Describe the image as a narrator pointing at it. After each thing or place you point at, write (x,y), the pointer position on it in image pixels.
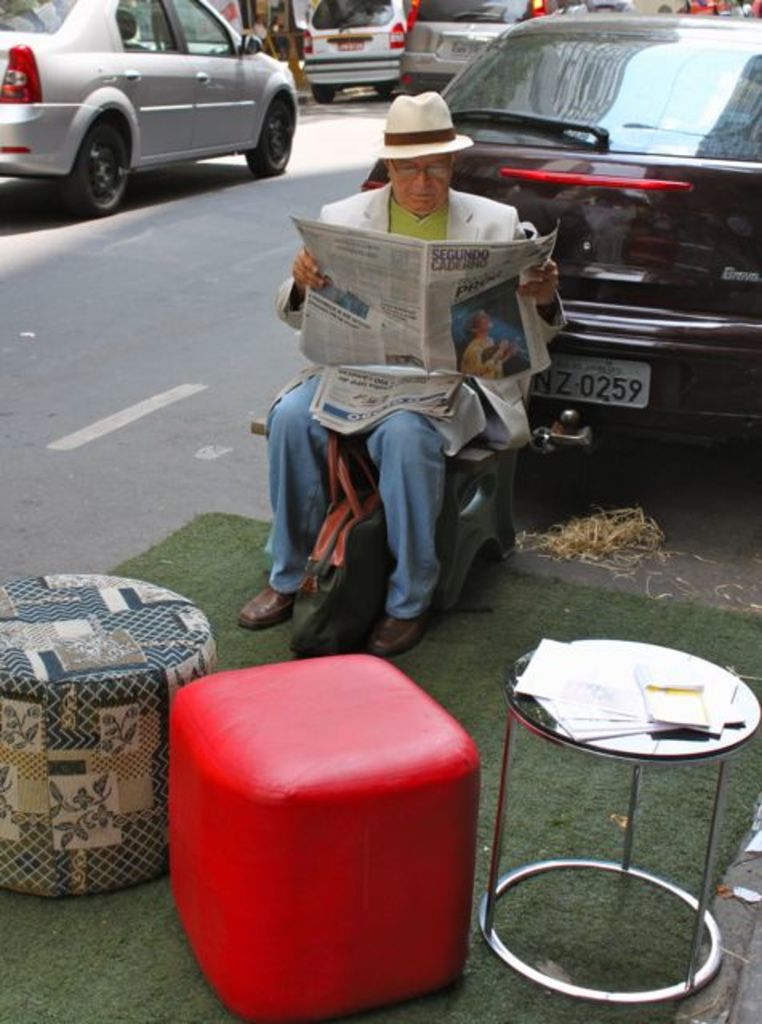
In this image I can see a person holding the paper (399,325). On the road (172,235) there are many vehicles (389,67). In front of that person (321,507) there are chairs (375,767).
